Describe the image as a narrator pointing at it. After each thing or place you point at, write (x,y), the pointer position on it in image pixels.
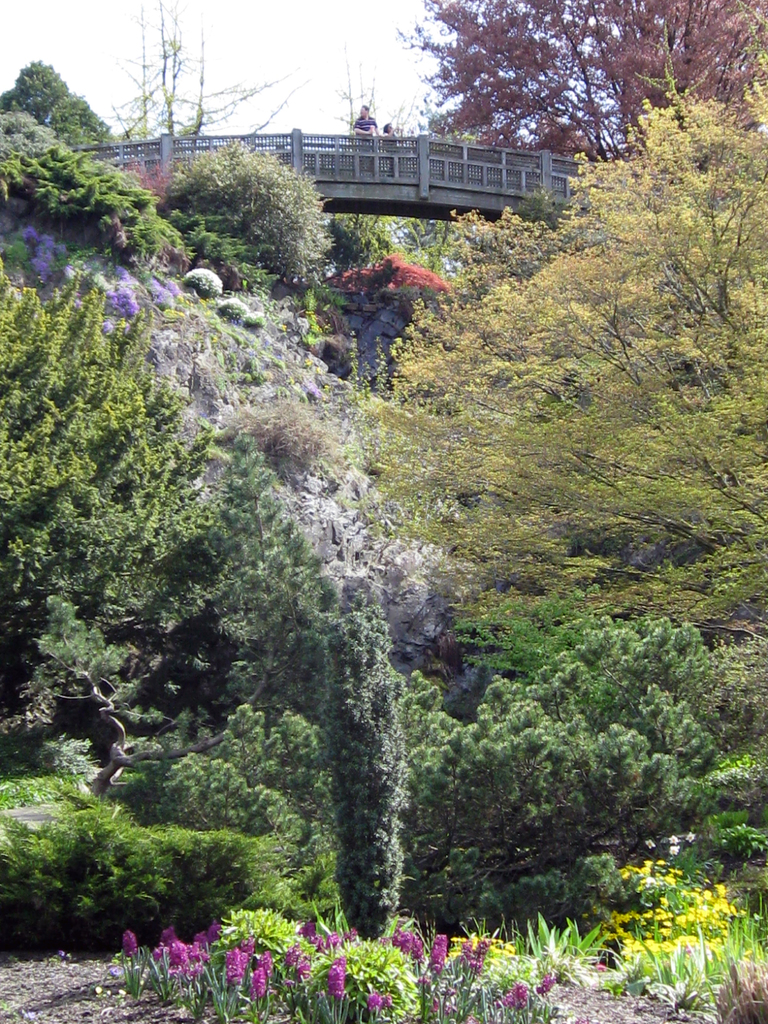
In this image I can see trees (343,857) in green color, in front (494,985) I can see few flowers (176,955) in white and purple color. Background (308,98) I can see two persons (387,126) standing and sky (245,35) in white color.
